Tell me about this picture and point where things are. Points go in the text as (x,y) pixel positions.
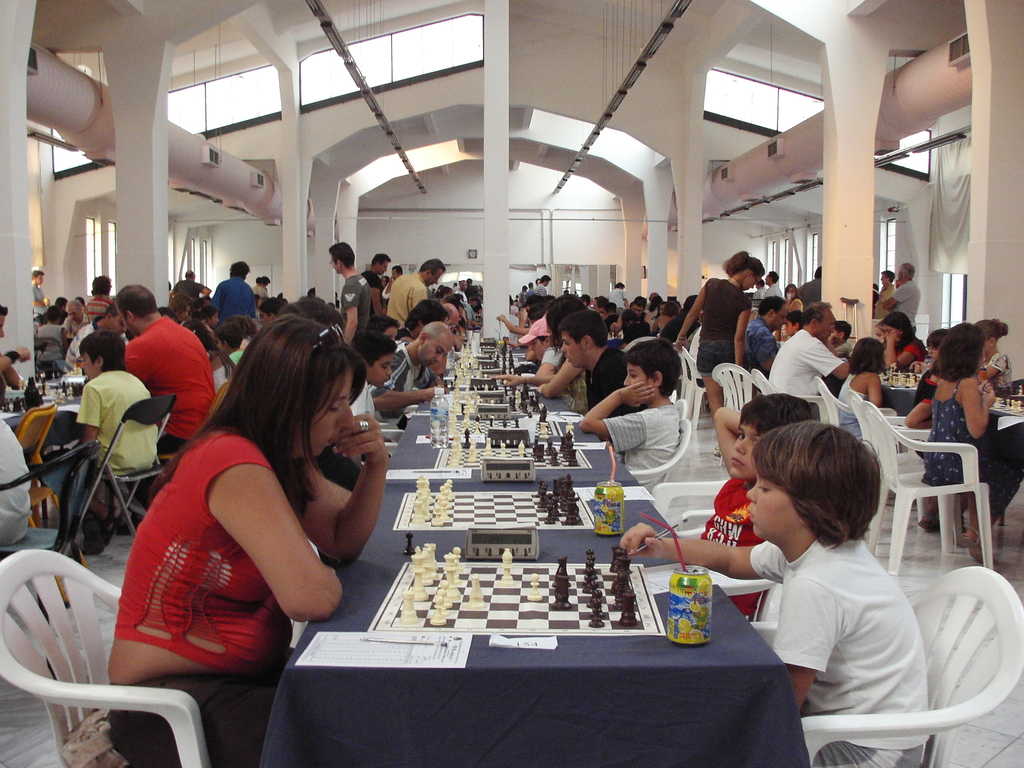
Here we can see some persons (745,414) are sitting on the chairs (956,599). These are the tables (498,696). On the table (488,674) there are chess boards (572,568) and tins (674,635). This is floor (939,566) and these are the pillars (153,200). On the background (390,223) there is a wall (594,253) and this is roof (545,80).
